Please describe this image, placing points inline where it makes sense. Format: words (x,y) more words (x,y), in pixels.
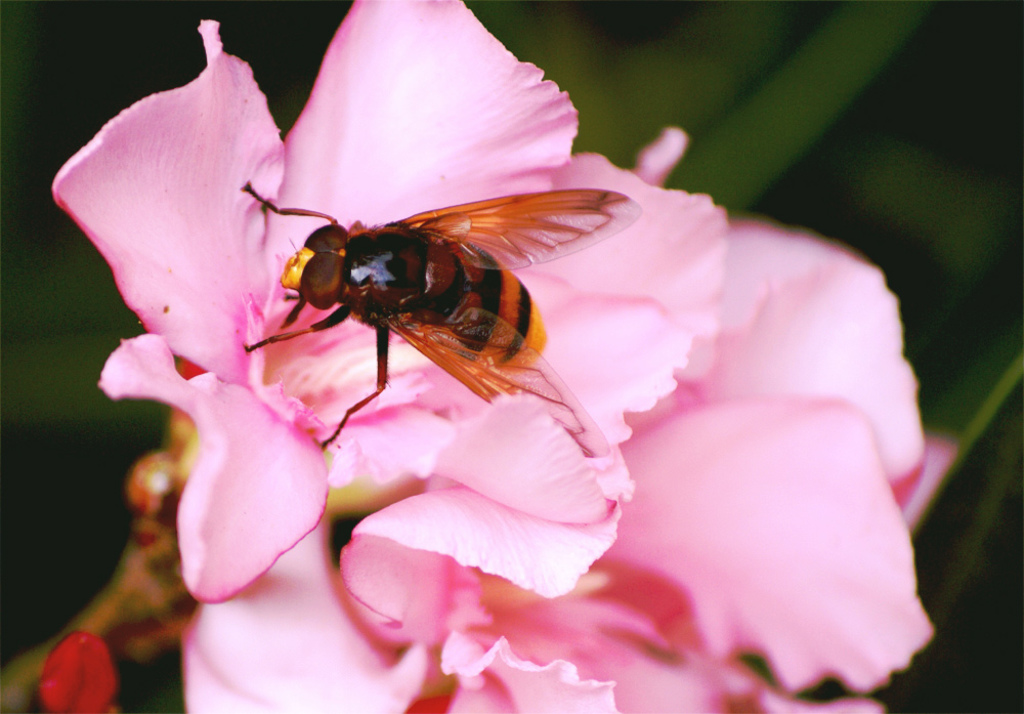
In this picture there are flowers (654,277) in the center of the image (404,402) and there is an insect (349,239) on it.
